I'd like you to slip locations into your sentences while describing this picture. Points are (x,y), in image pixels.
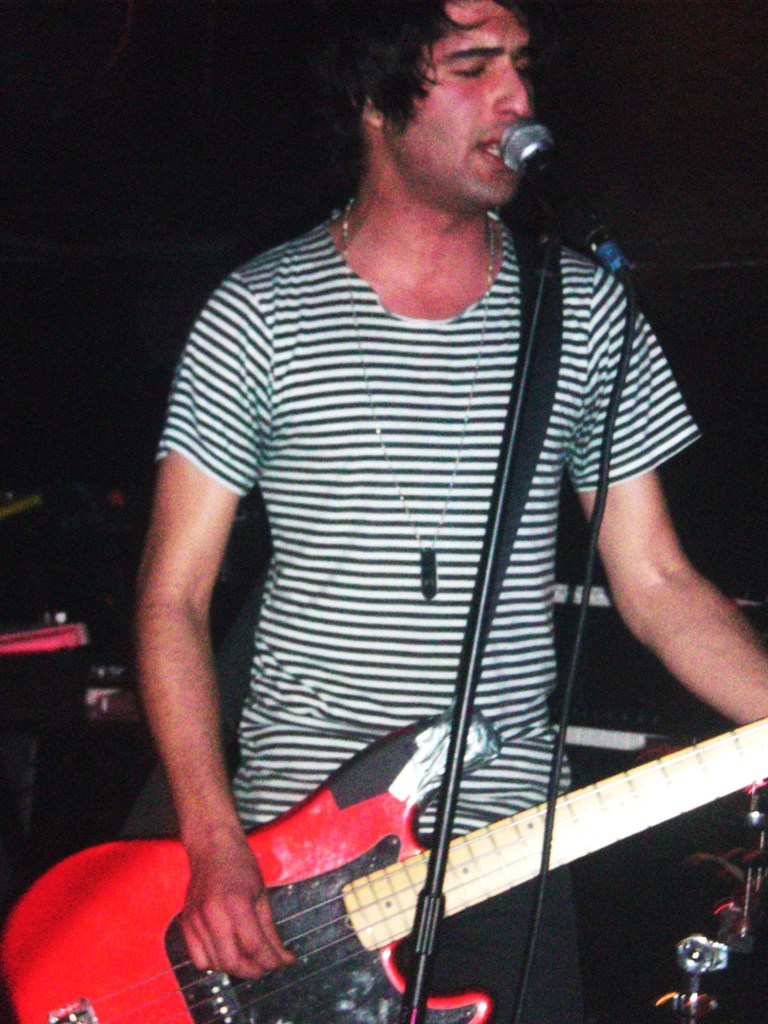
In this picture we can see man (562,414) singing on mic (553,166) holding guitar (643,785) in his hand (256,892) and playing and in background (109,666) it is dark.
